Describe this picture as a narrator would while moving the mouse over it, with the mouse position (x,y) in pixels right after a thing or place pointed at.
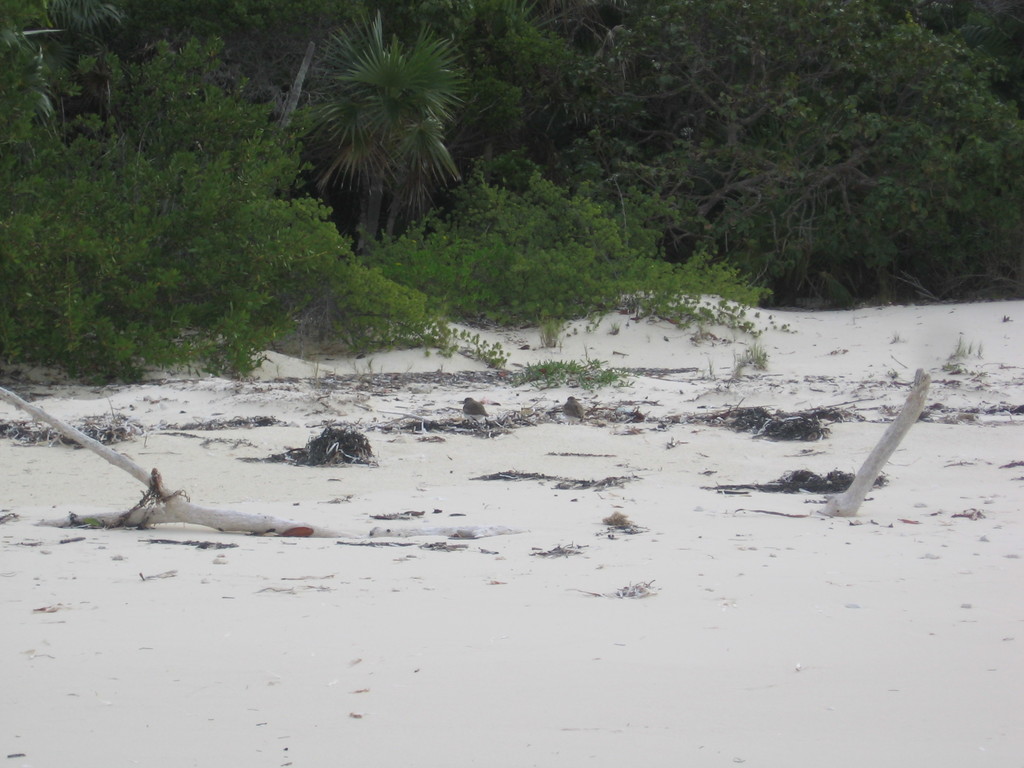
At the bottom (484,558) this is the sand (576,576), in the middle (398,317) there are green color trees (551,156).
